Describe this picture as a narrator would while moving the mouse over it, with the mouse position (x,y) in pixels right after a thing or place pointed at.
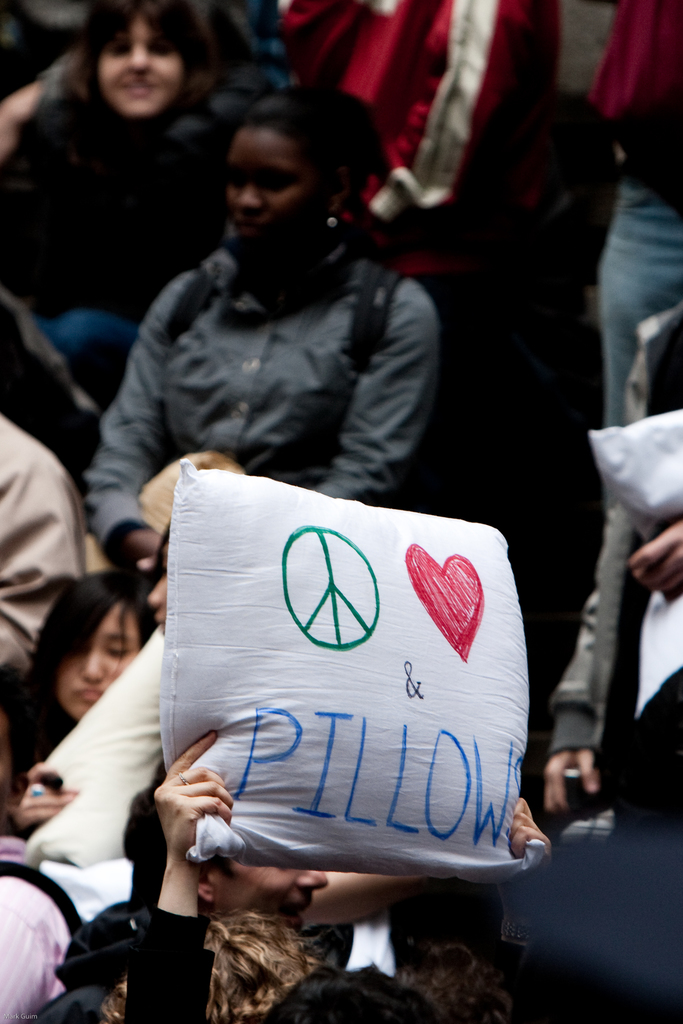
In this image in front (328,622) there is a person (135,1020) holding the pillow (313,628). Behind her there are few other people (397,279).
